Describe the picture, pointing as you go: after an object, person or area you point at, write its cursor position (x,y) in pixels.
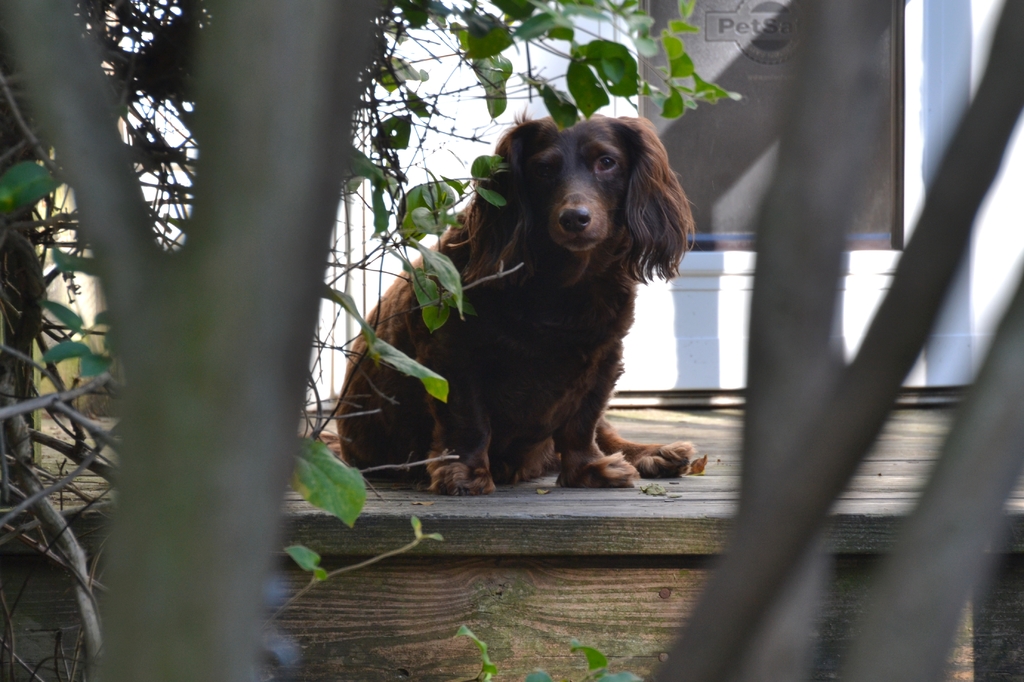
In the center of the image (579,345), we can see a dog (547,372) on the deck (531,499) and in the background (469,102), there is a wall (514,92) and we can see some text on the pet door (732,113) and there are trees (276,303).
